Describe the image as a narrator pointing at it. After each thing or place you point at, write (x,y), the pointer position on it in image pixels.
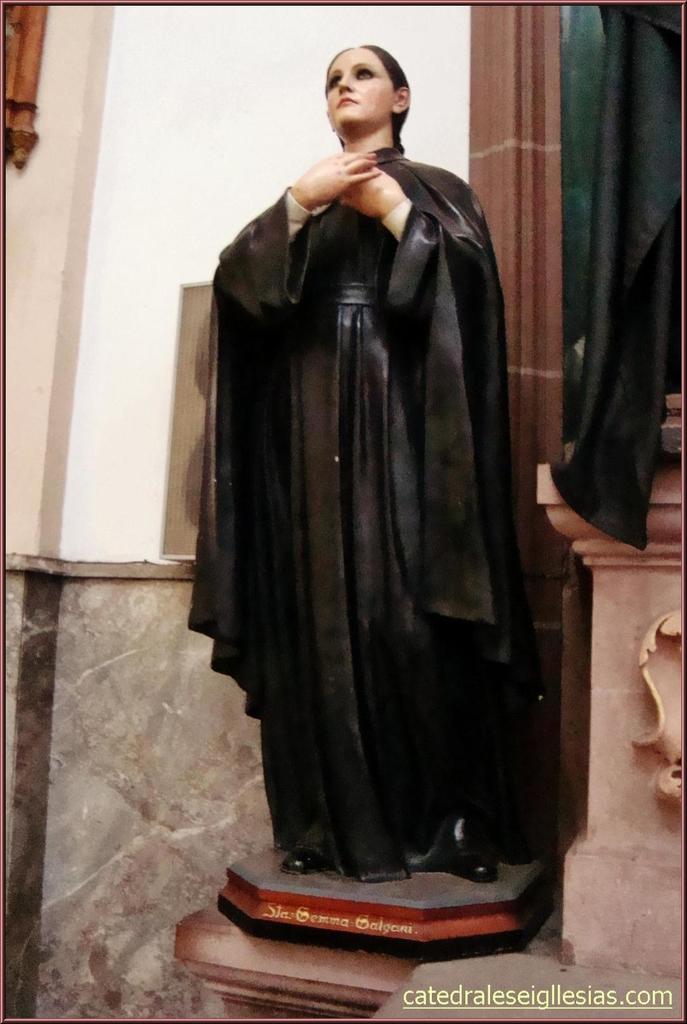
This is the statue (395,343) of the woman (390,530) standing with the black dress (381,548). This looks like a wall (116,621). I think this is the pillar (623,757). I can see the watermark (492,1003) on the image.
